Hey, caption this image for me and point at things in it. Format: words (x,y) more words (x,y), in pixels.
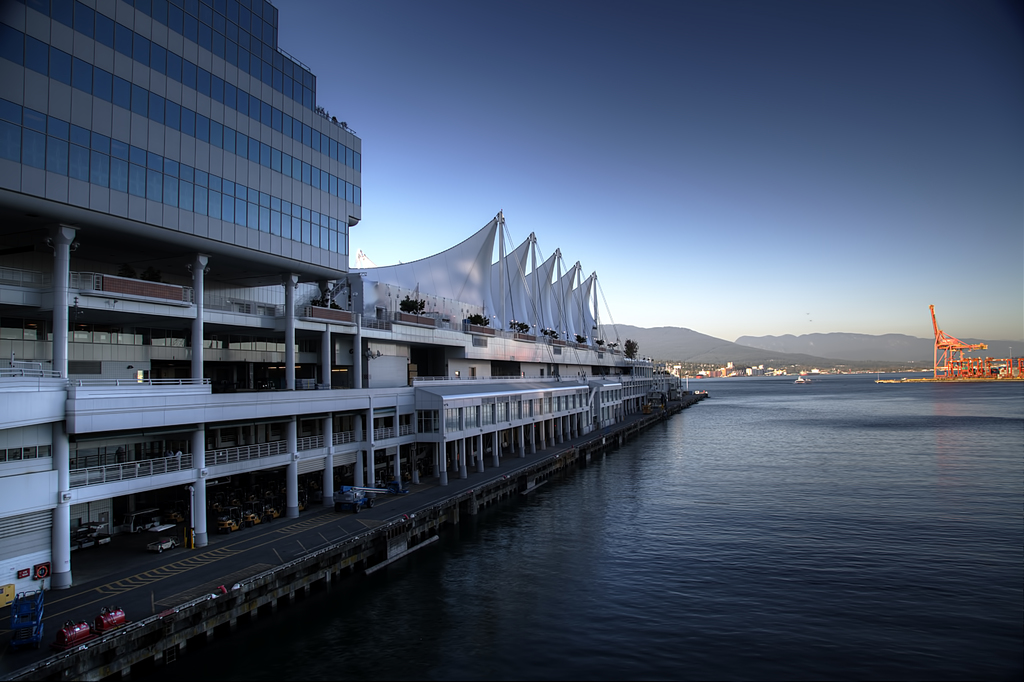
As we can see in the image there are buildings (336,421), water (789,467) and in the background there are trees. At the top (680,110) there is sky (652,121).
